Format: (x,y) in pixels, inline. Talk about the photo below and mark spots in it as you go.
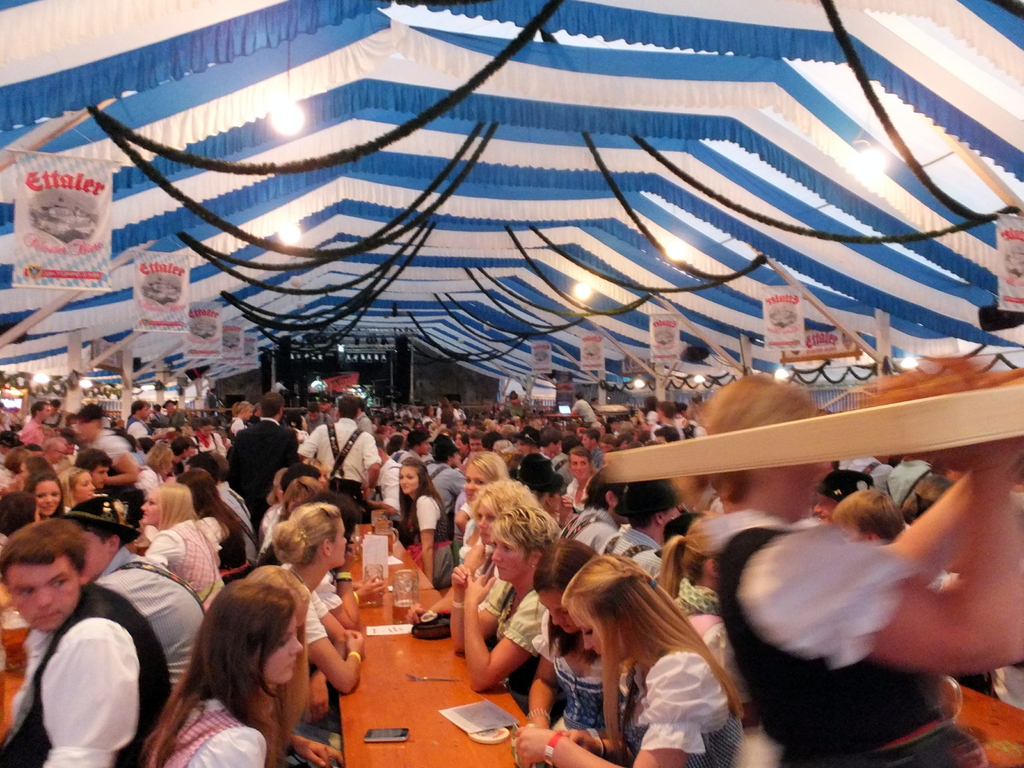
In this picture there are people (707,523) and we can see glasses (382,591) and objects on tables (460,695). We can see ropes (282,316), lights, tent (451,264) and poles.
